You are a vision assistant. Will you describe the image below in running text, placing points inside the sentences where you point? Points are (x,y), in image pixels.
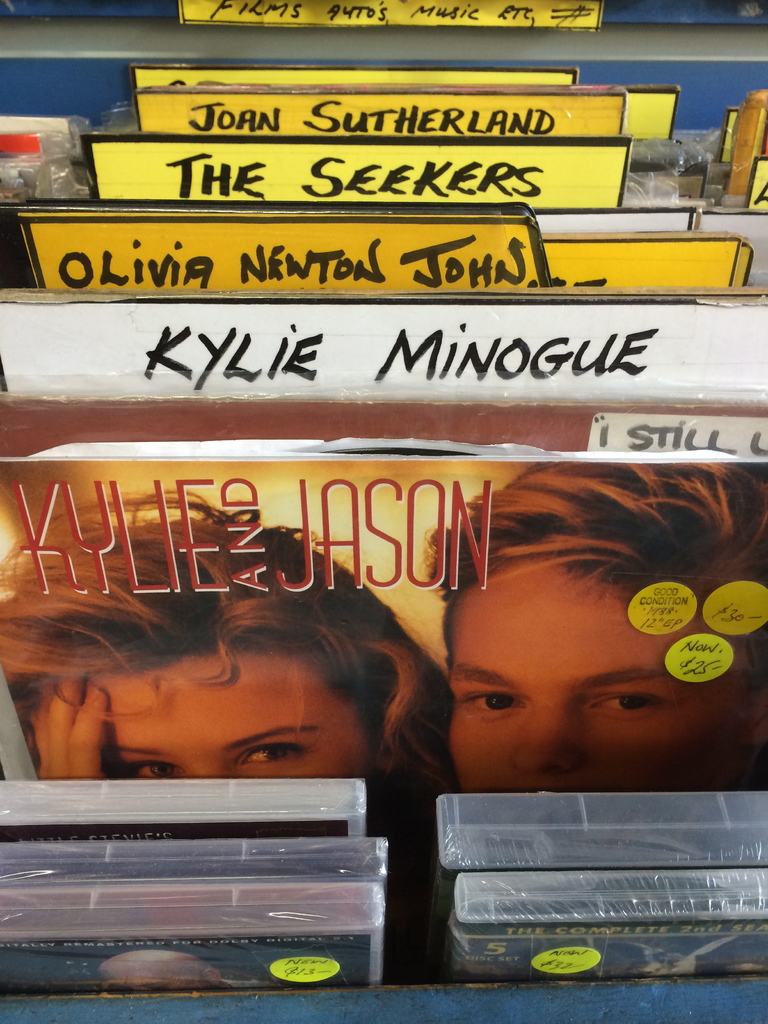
I think these are the DVD trays (303,867), which are packed. This looks like a poster (426,624). I think these are the kind of name boards (463,222).
